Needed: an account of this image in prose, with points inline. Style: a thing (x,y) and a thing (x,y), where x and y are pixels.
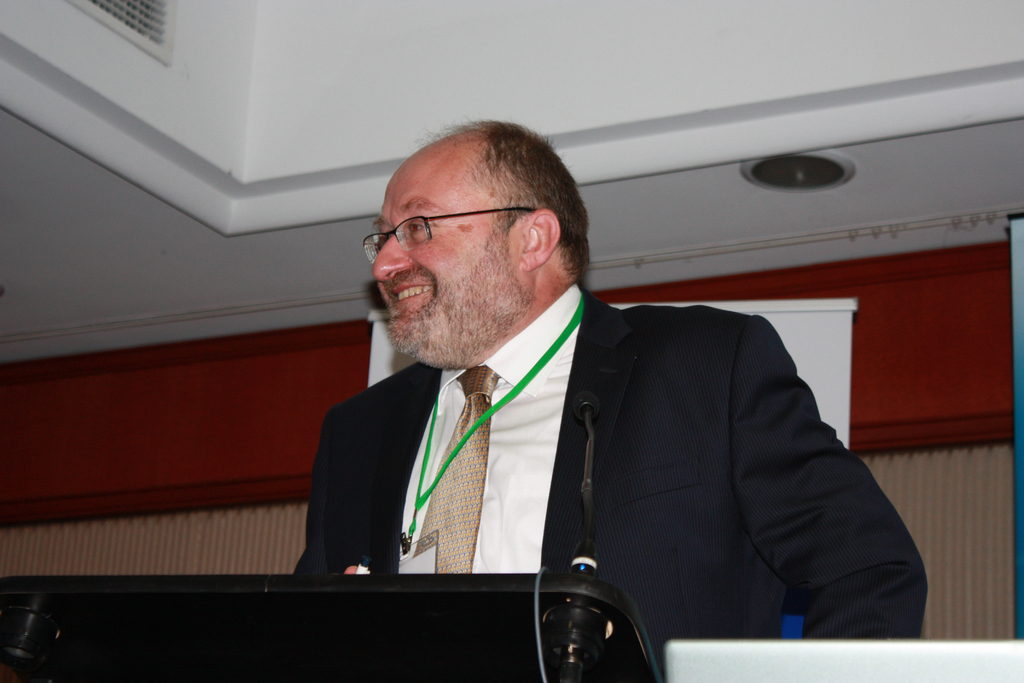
In the middle of this image (506,329), there is a person (489,326) in a suit (435,377) smiling and standing in front of a stand (616,607). On the right side (904,641), there is a white colored object (709,641). In the background (803,179), there is a light (825,177) attached to a roof (344,189) and there is a wall (273,360).
